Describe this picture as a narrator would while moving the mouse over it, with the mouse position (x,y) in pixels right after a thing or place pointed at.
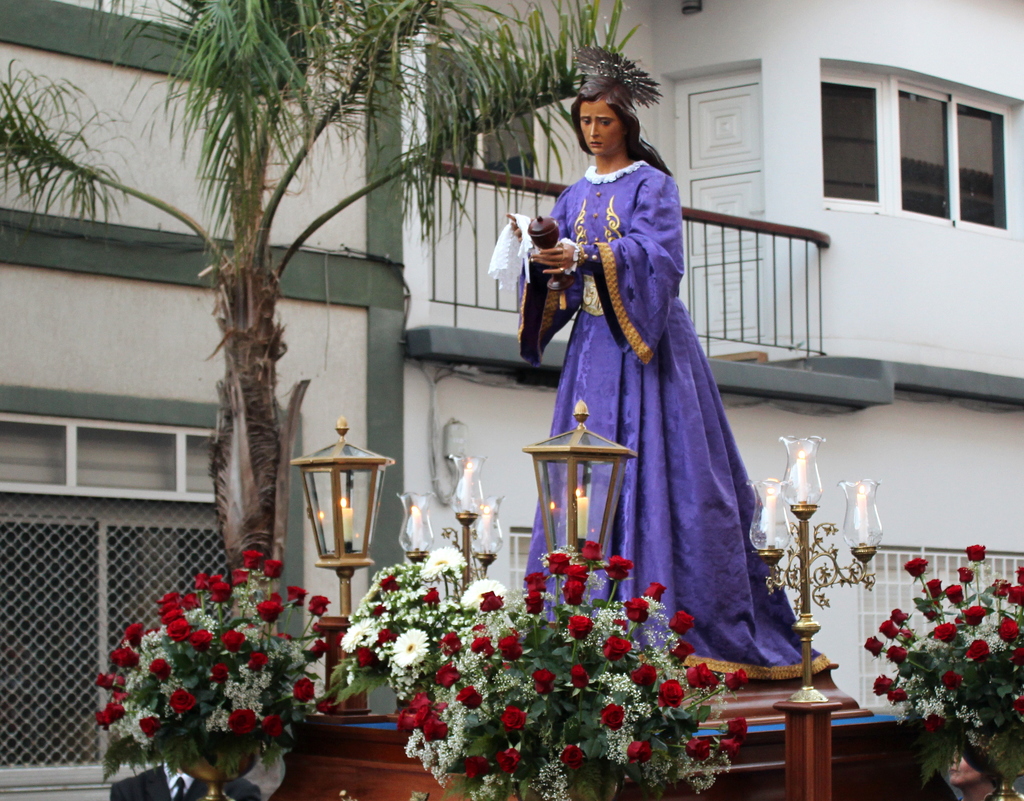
In the picture I can see a statue of a person (636,347). I can also see candle lights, red color flowers (456,679), a tree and some other objects (319,496). In the background (456,249) I can see a building (483,272) which has windows (65,583).
